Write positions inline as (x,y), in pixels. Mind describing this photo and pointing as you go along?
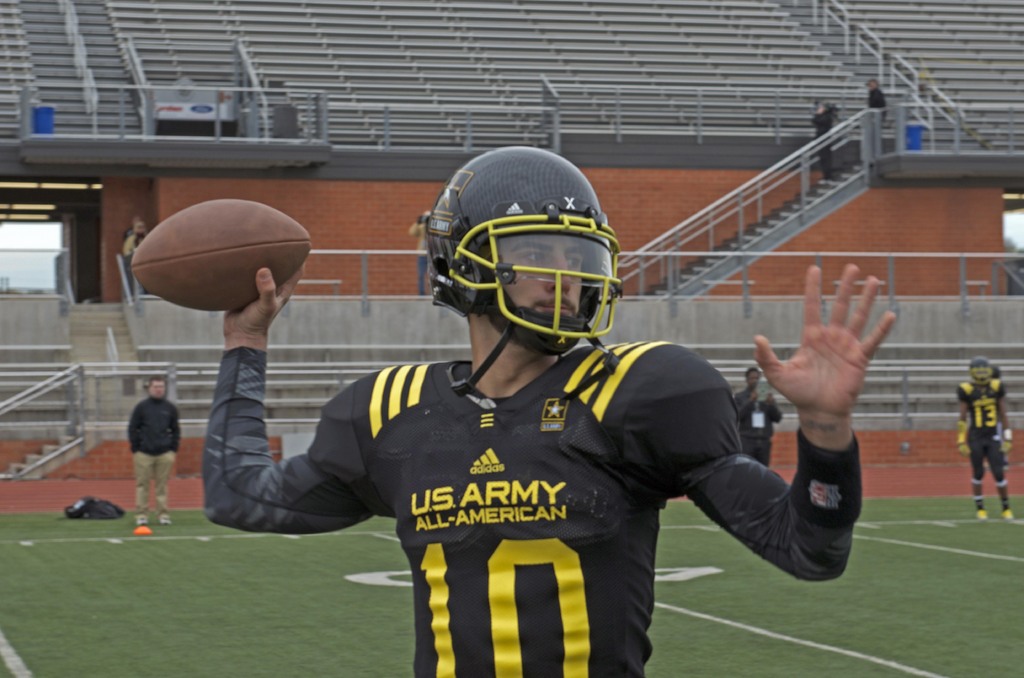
In this picture we can observe a football player (496,483) wearing black color dress (494,474) and a helmet (518,262) on his head (486,268). He is holding a football (199,265) in his hand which is in brown color. There are some people (163,484) standing in the ground (701,538). In the background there is a stadium (347,97).
